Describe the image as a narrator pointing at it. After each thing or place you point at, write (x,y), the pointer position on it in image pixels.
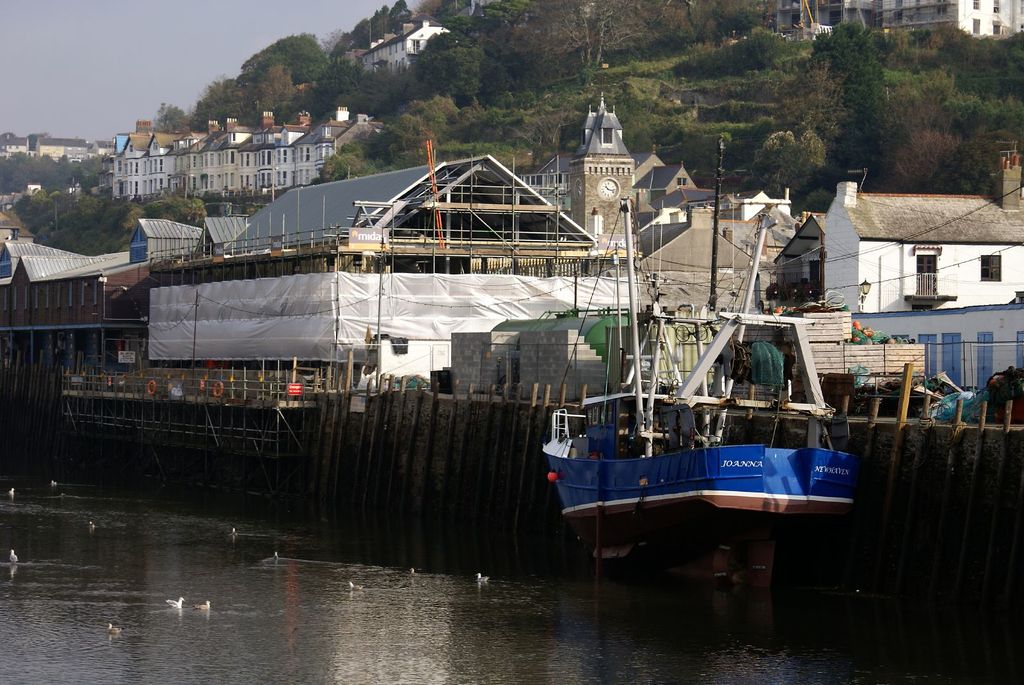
At the bottom of the image (613,607) there is water (477,619). There is a ship (702,502) on the water (69,520) and also there are birds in the water (367,580). Behind the ship (786,364) there is a wall (310,453) and also there are wooden poles (28,372). Behind them there are buildings (730,267) with walls (950,288), windows (48,295), roofs (67,274) and chimneys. There is a building tower (593,195) with a clock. And there is a construction of a building (388,247). In the background (505,8) there are trees (742,1).
